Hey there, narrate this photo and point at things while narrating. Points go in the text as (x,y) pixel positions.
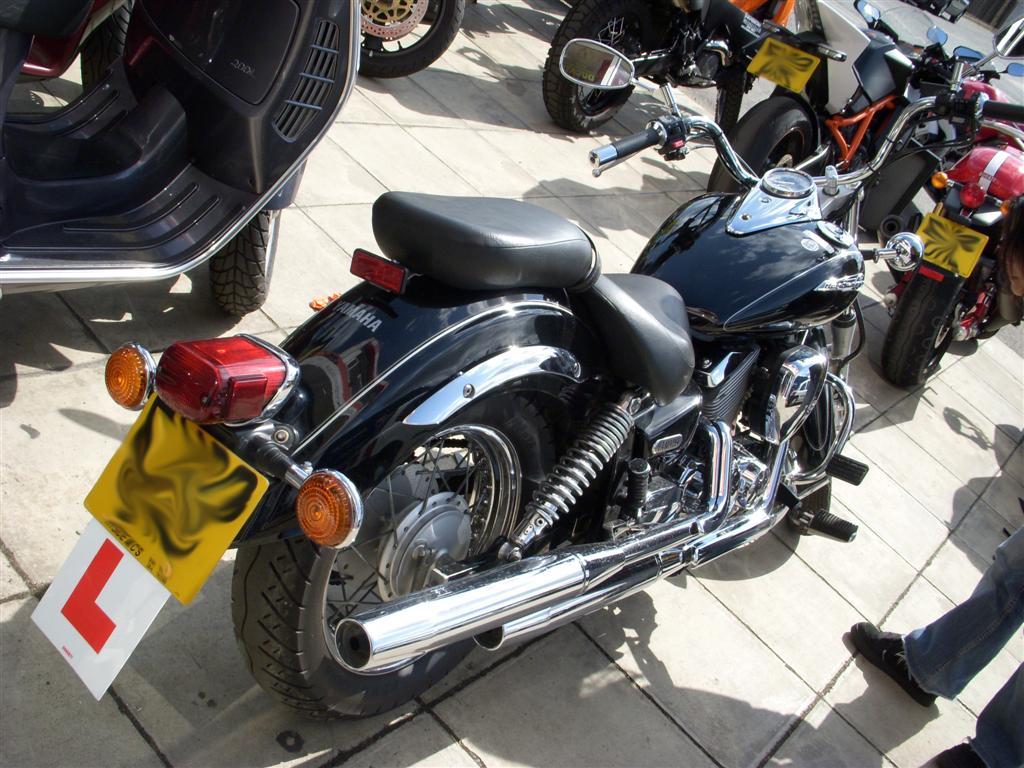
The image consists of various bikes (420,532), maybe the picture is taken in a parking lot (1003,526). On the right (952,637) there are persons legs (964,663). At the top right (952,36) it is road (947,24).
